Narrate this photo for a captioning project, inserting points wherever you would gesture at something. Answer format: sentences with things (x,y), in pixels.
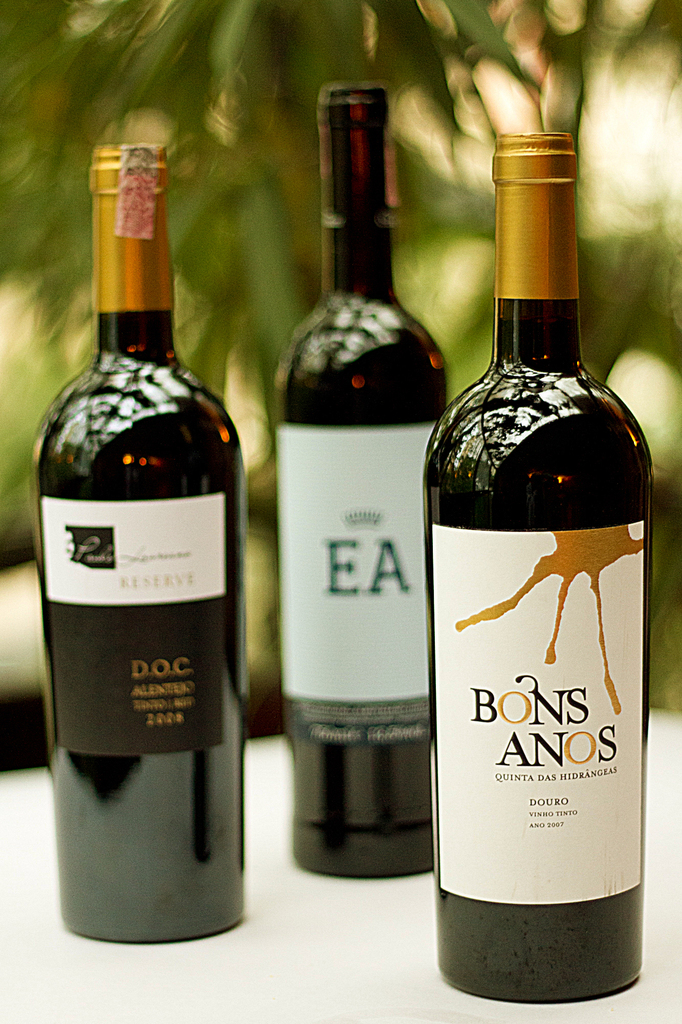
In this image I can see three bottles (239,545) in the front (391,713) and on these bottles (322,500) I can see labels (160,731). I can also see something is written on these labels (422,629).
